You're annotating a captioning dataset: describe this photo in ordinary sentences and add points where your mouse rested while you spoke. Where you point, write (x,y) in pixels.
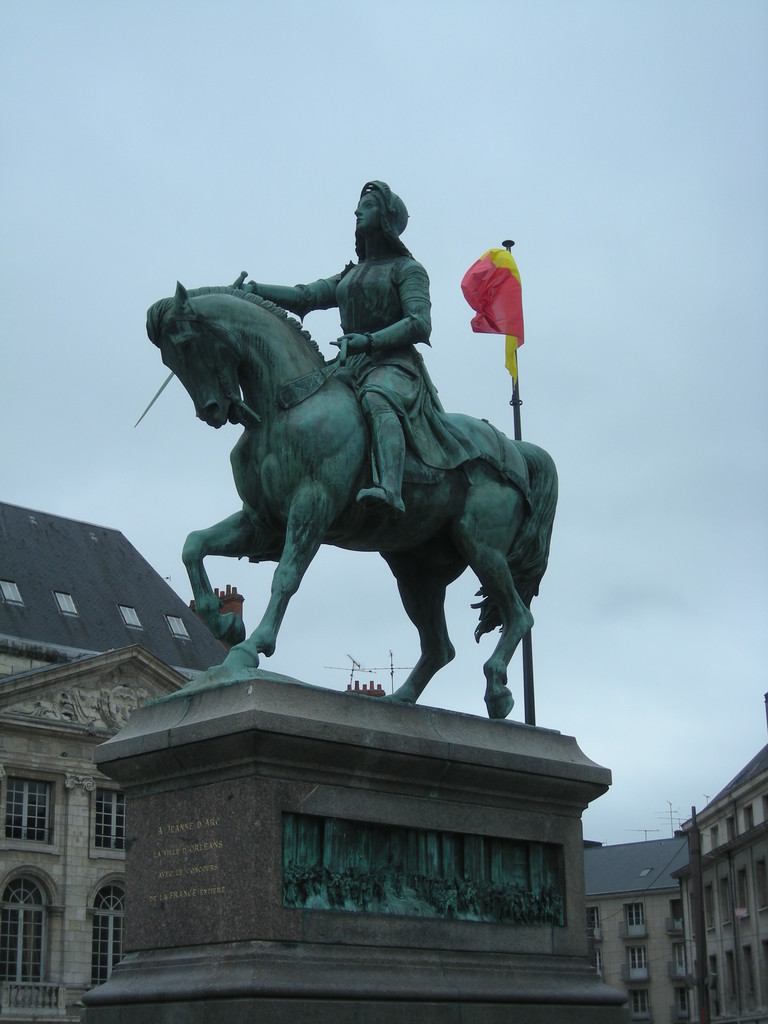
In this image we can see a statue (417,605), flag (520,305), pole (525,719) and building (619,864). The sky (537,352) is covered with clouds (111,174).
